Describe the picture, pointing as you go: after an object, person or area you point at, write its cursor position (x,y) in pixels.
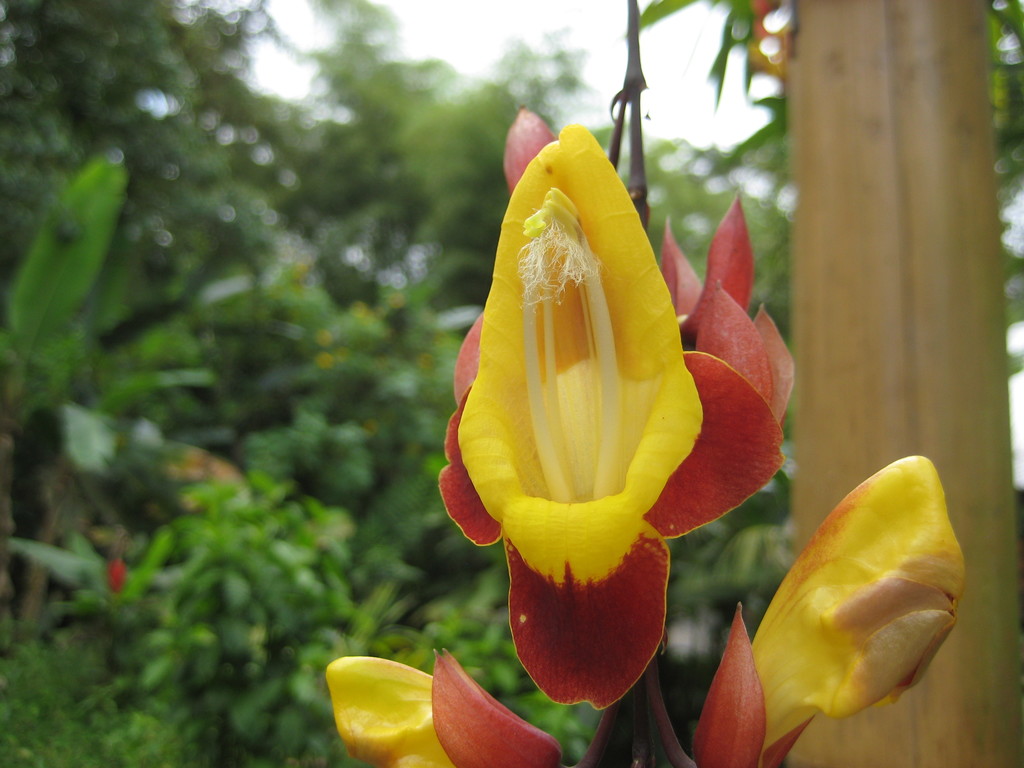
In this picture I can see flowers (544,442) in front (395,743), which are of yellow and red color. In the background (476,268) I can see the trees (675,214) and I see that it is totally blurred. On the right side of this picture (814,256) I can see a brown color thing (856,290).
